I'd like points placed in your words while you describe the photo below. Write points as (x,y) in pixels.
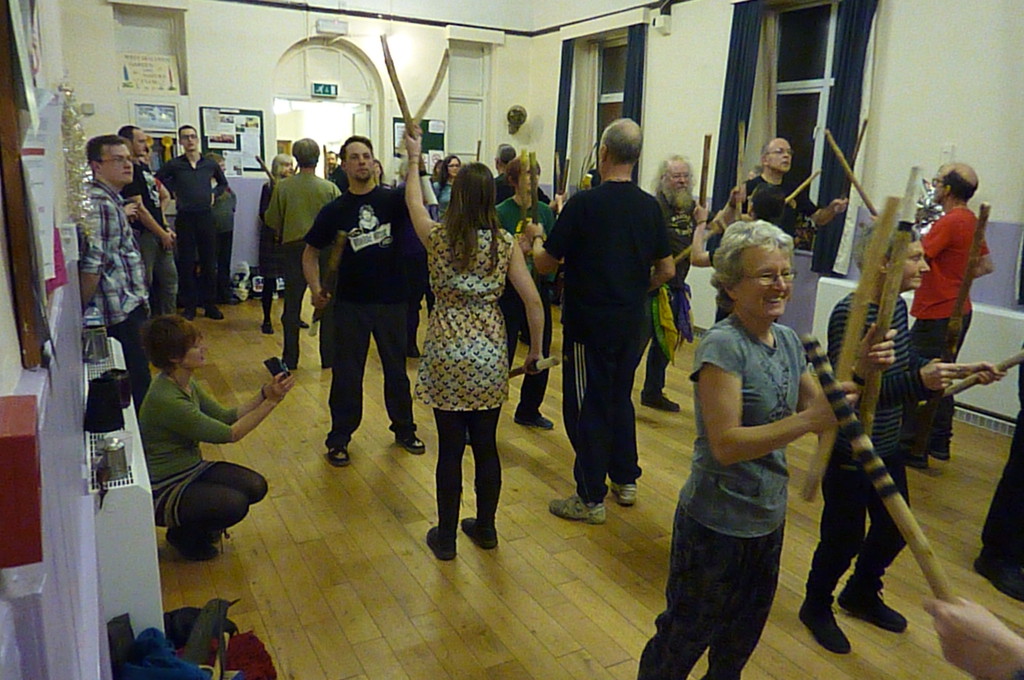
In this image I can see there are group of persons (740,241) holding sticks (338,273) and some persons (177,195) standing on floor (277,412) and I can see a woman (189,389) holding a camera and sitting in squat position on the left side (162,464) In the middle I can see the wall (547,57) and curtains (734,89) hanging through windows (808,67) and I can see some objects (18,277) on left side (108,402).
